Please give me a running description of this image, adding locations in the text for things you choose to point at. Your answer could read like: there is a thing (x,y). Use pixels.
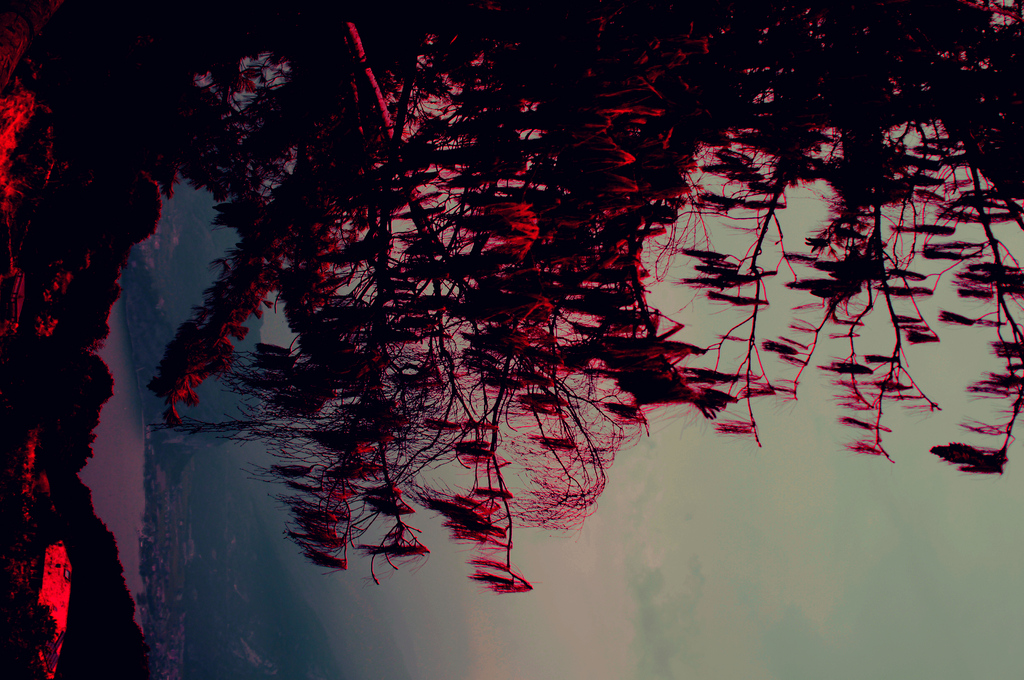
In this picture we can see few trees (242,297), water (127,439) and clouds (539,573).
